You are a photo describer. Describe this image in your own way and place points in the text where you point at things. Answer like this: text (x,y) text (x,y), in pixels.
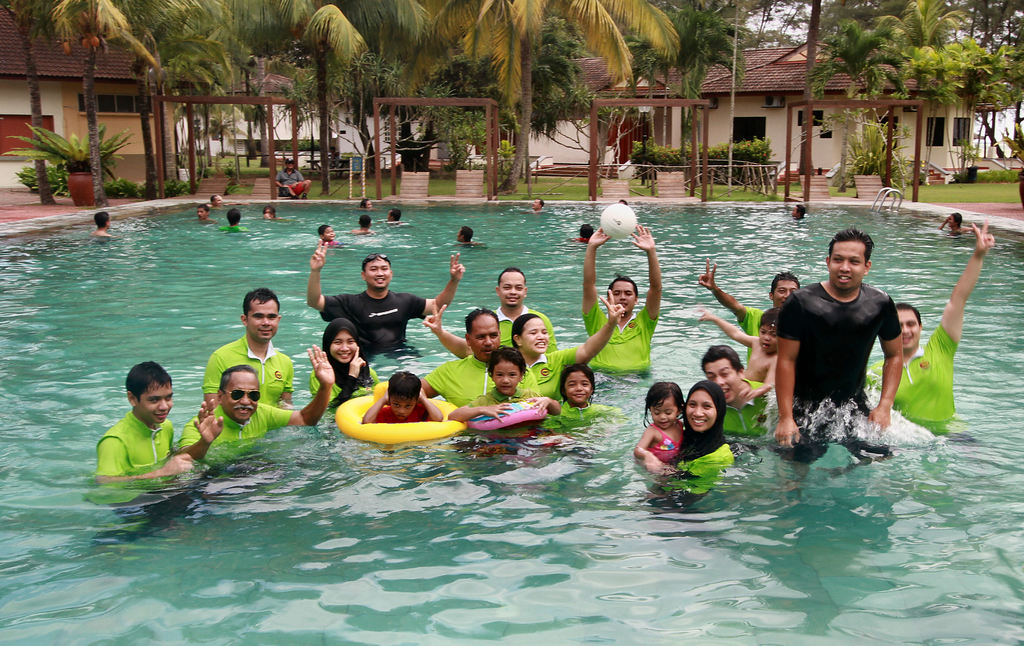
In this image we can see a group of people (637,351) in a swimming pool (472,450). In that a woman (697,470) is carrying a child (675,429), a man (624,330) is touching a ball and two children (471,416) are wearing the swimming tubes (516,417). On the backside (813,151) we can see the metal poles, benches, a person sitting on the ground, some plants (127,187), a plant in a pot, grass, the wooden poles (392,187), a group of trees (358,90), some houses (786,126) with roof (770,88) and windows (760,131) and the sky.
